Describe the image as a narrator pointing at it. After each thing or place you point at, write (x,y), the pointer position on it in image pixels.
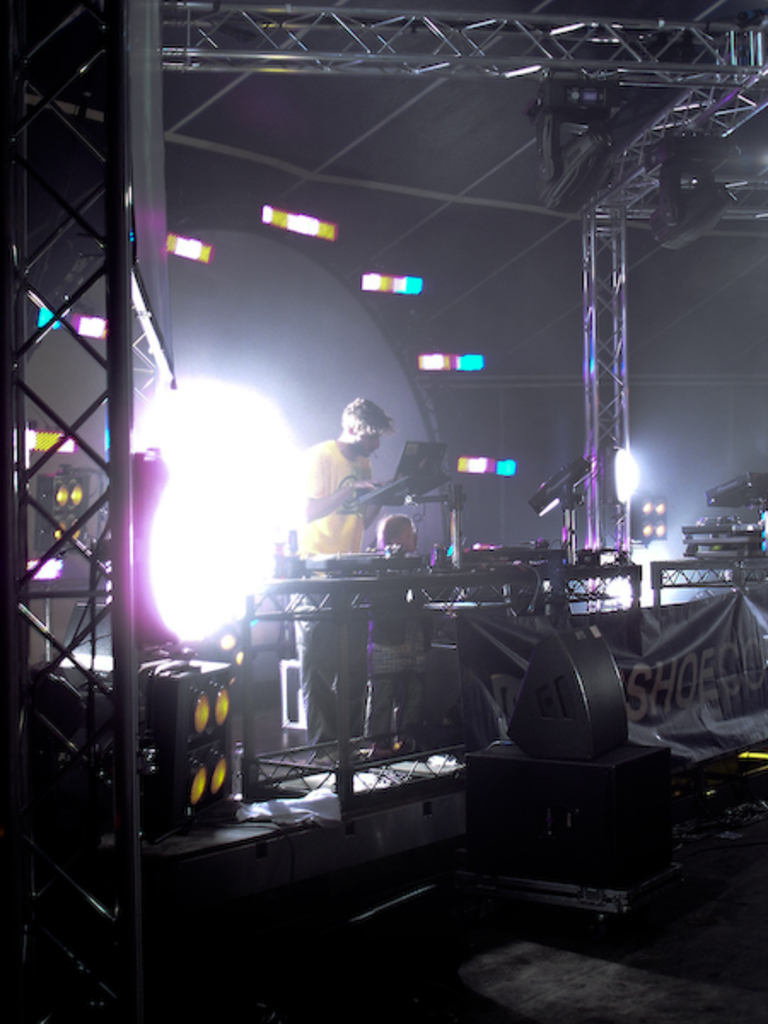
In this image there is a person (318,539) standing and operating a musical equipment (390,485) in front of him, around the person (349,488) there are speakers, focus lights (202,720) and metal rods (93,573) on the stage (231,830).
